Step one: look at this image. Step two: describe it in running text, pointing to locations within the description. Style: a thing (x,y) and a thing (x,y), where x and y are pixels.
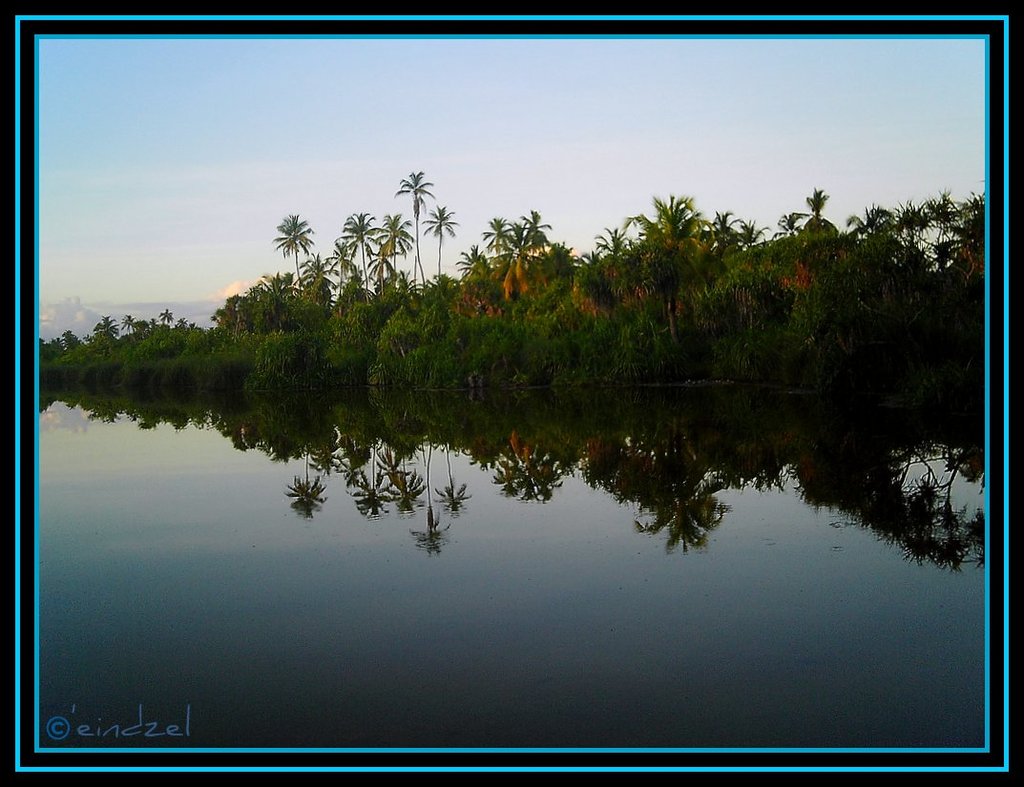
In this image we can see a water body (502,557), a group of trees (582,367) and the sky (307,205) which looks cloudy.
